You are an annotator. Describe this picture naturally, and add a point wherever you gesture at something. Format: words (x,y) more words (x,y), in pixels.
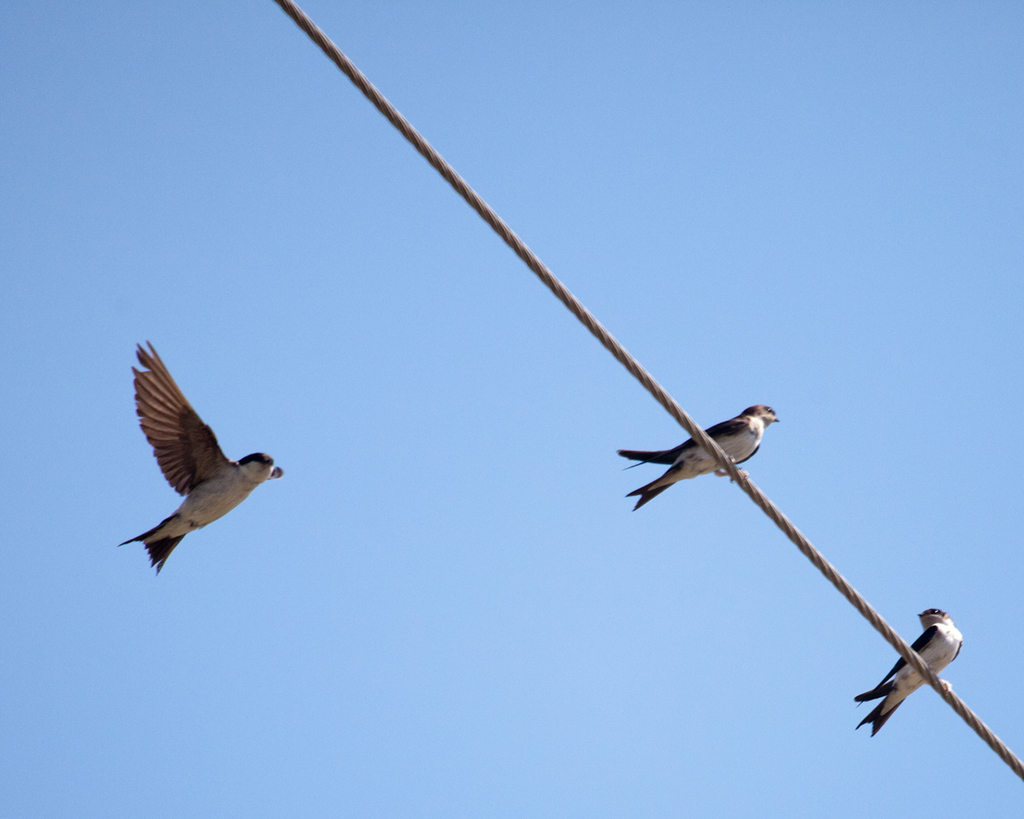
In this picture we can see birds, wire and we can see sky (645,526) in the background (679,532).
